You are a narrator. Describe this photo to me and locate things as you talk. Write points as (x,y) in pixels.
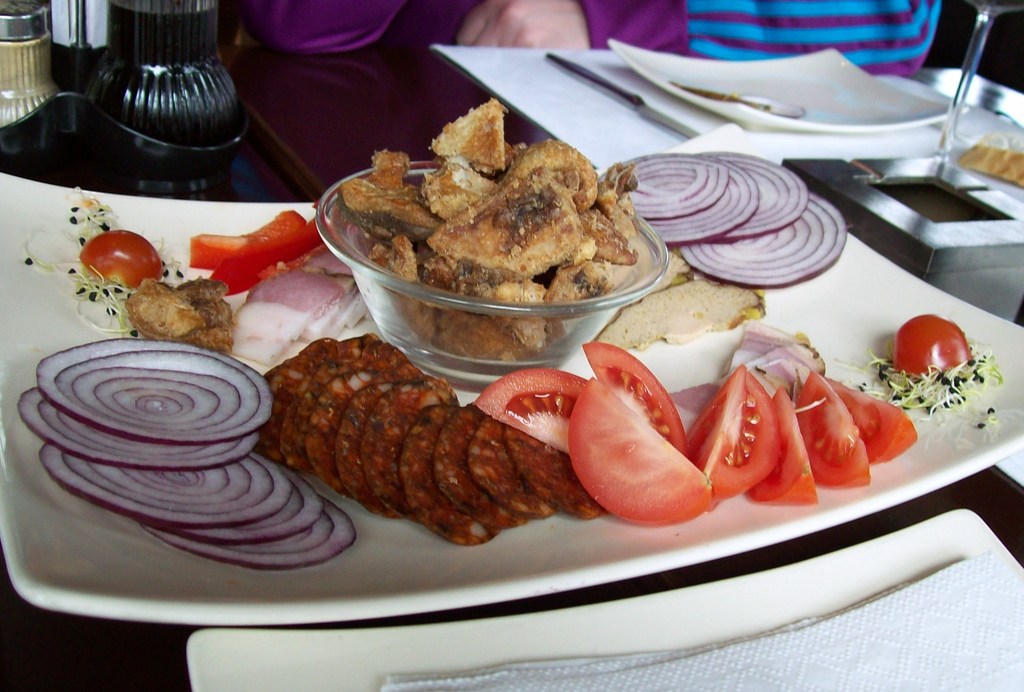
This picture shows food (497,339) in the plate (18,339) and bowl (528,262) and we see some veggies (765,407) and we see another plate (661,71) on the side with some food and we see knife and napkins (979,628) on the table (347,118).
